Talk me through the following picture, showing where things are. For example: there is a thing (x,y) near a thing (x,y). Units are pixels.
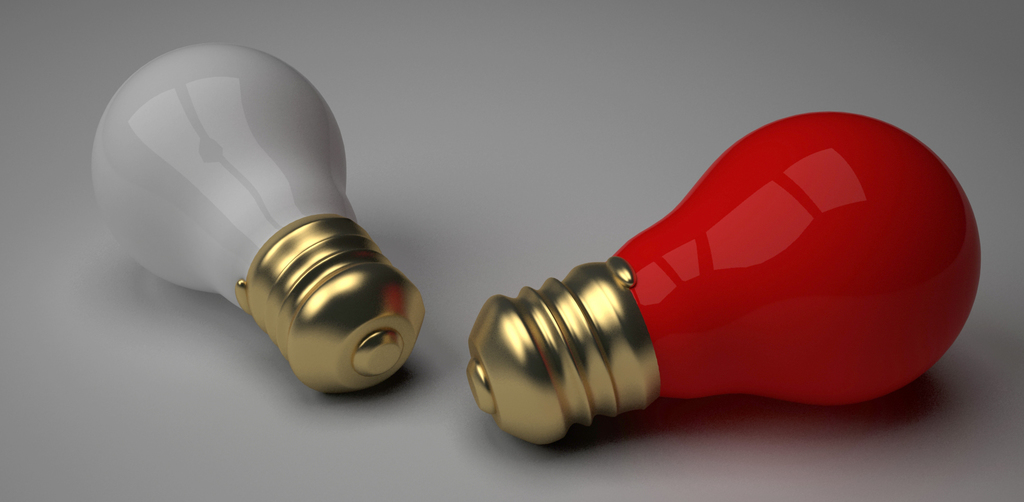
The picture consists of white and red bulbs (220,138) on a white surface (382,201).
